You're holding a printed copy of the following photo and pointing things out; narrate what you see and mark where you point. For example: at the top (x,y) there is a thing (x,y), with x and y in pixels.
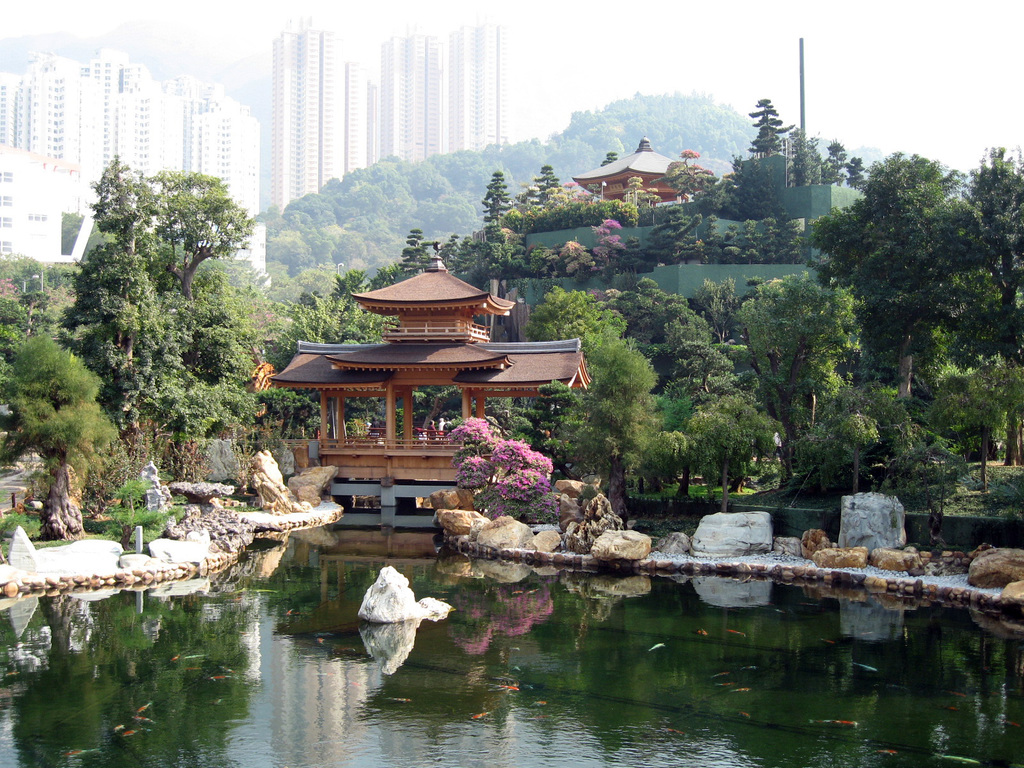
In this image there is a pond (302,734), on either side of the pond (362,554) there are rocks (758,533), in the background (607,206) there is an architecture (463,357) and trees (120,308) and buildings (312,111).
